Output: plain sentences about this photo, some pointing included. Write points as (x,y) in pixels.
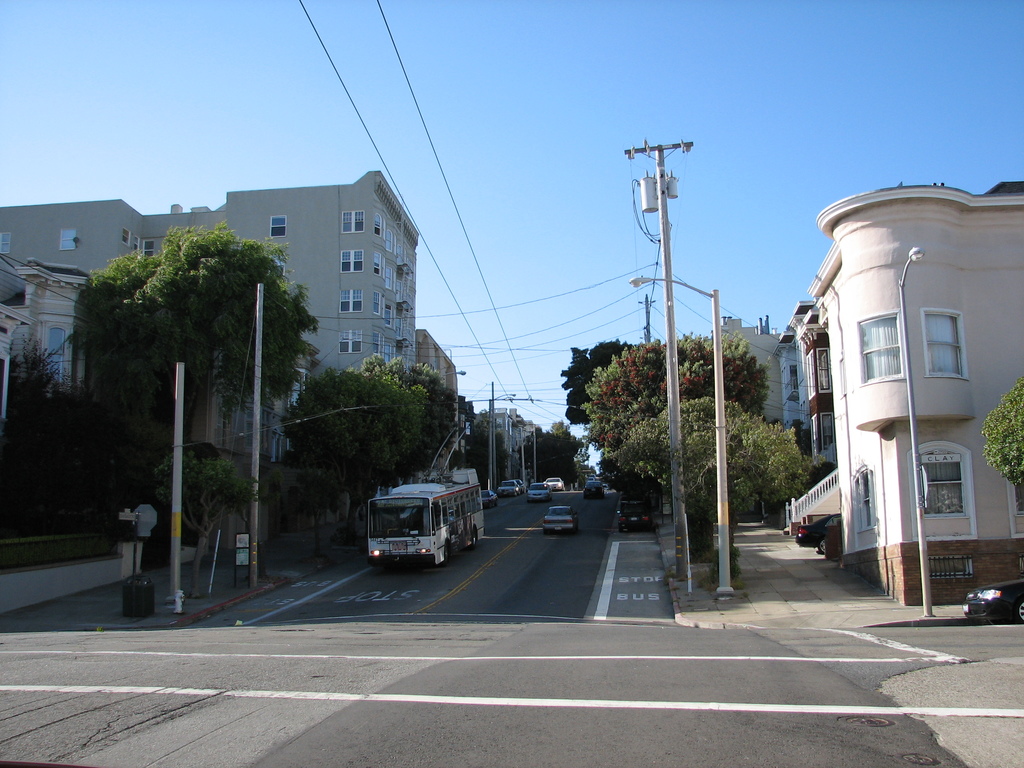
In this picture there is a bus (404,486) on the road (397,571), beside that we can see many cars (596,486). On the left (281,427) we can see the building (400,325), poles (257,441) and street lights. On the right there is an electric pole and the wires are connected to it. Beside that we can see stairs (822,496). At the top (549,94) there is a sky (597,67). At the bottom (466,705) there is a road (451,700). In the bottom left corner (143,586) there is a dustbin (127,616) near to the wall (75,583).
